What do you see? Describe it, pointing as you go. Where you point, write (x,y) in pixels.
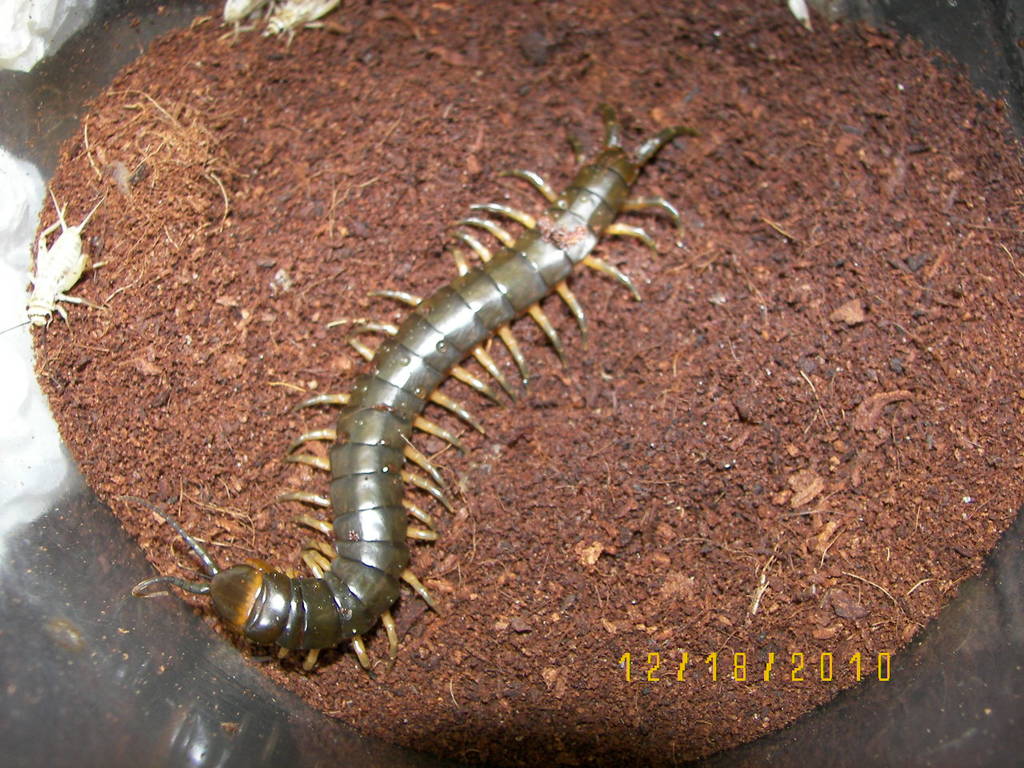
In this image, I can see insects (55,284) and a centipede (330,434) on the soil (813,333), which is in an object (953,665). In the bottom right side of the image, I can see a watermark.
